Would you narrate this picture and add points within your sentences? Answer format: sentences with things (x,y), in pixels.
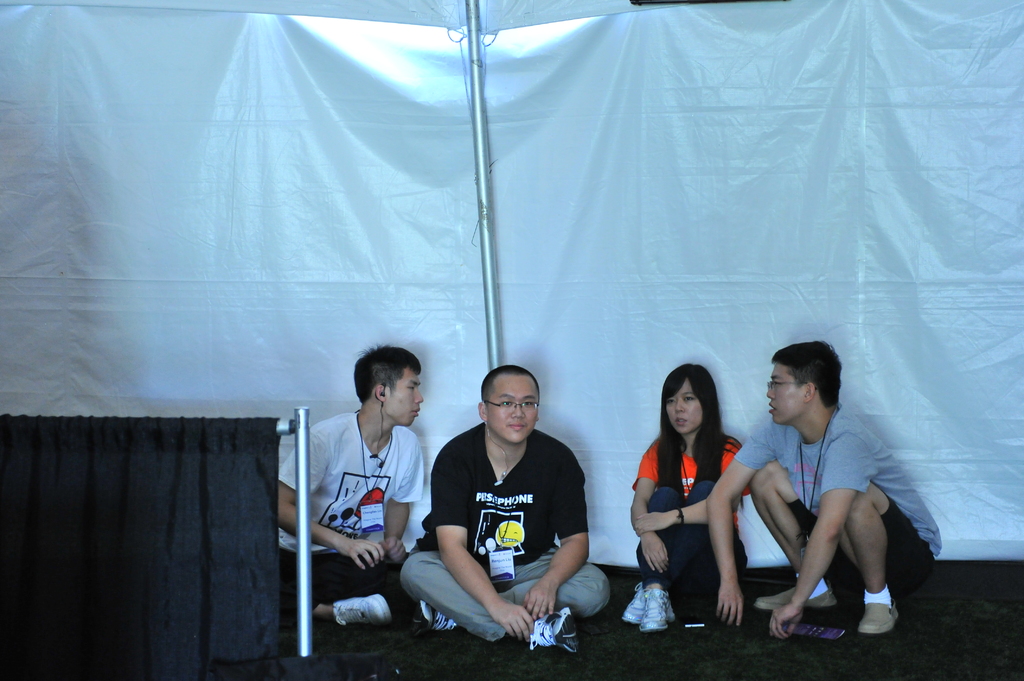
In this picture I can see four persons (492,416) sitting on the floor (1000,644), there is a pole (471,9), black curtain (207,627), and in the background (414,277) there is a tarpaulin sheet (314,262).
